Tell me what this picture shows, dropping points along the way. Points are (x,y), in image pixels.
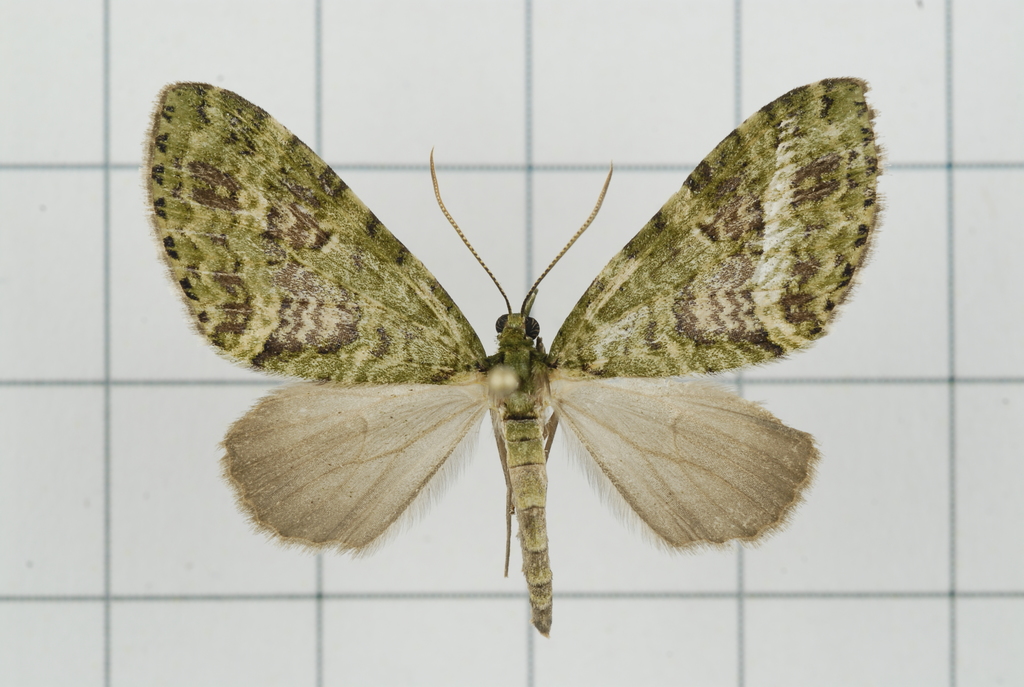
In the image we can see there is a butterfly (353,445) whose feathers (430,420) are of cream and green colour and behind her there is a wall (917,373) which is of white tiles (129,208).
